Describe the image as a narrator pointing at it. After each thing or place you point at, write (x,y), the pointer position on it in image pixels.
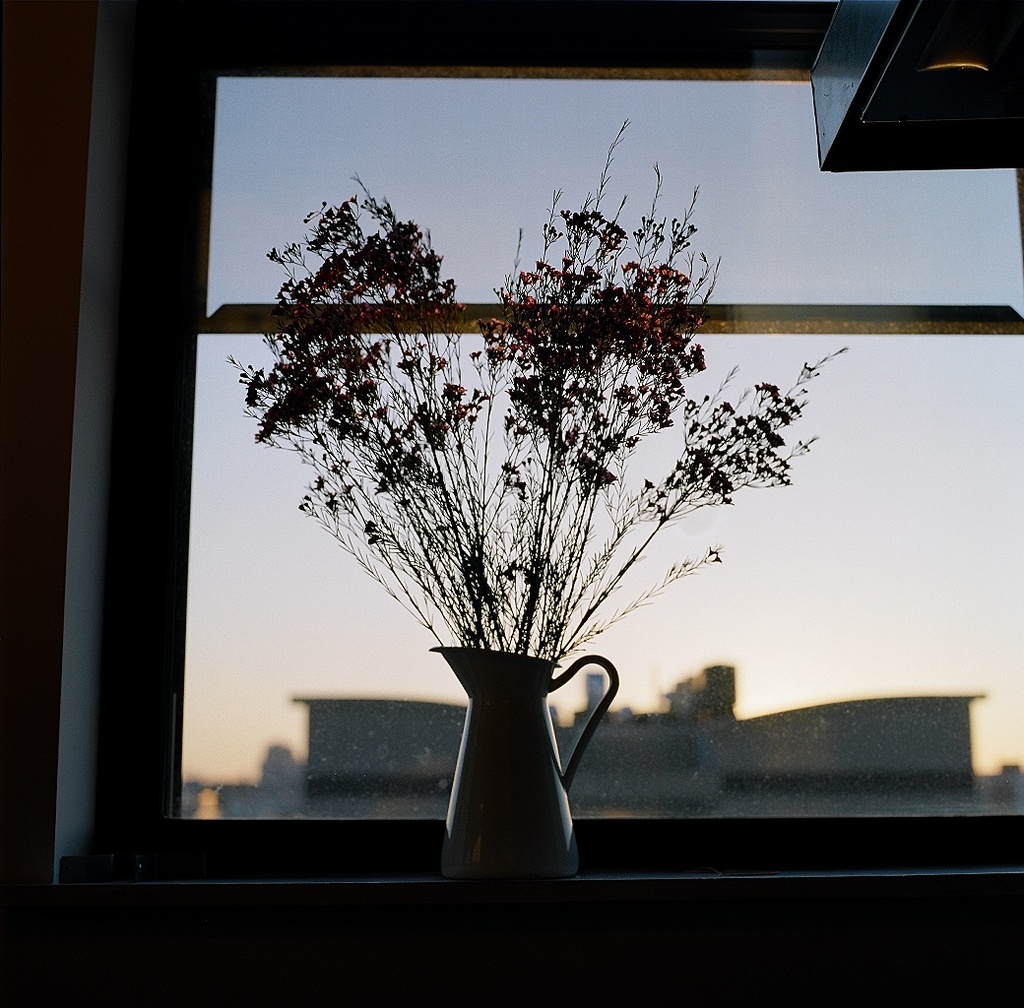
In this picture I can see the water jar (571,773) which is kept near to the window (253,826). Through the window (835,679) I can see the buildings (907,702) and sky (918,541).
